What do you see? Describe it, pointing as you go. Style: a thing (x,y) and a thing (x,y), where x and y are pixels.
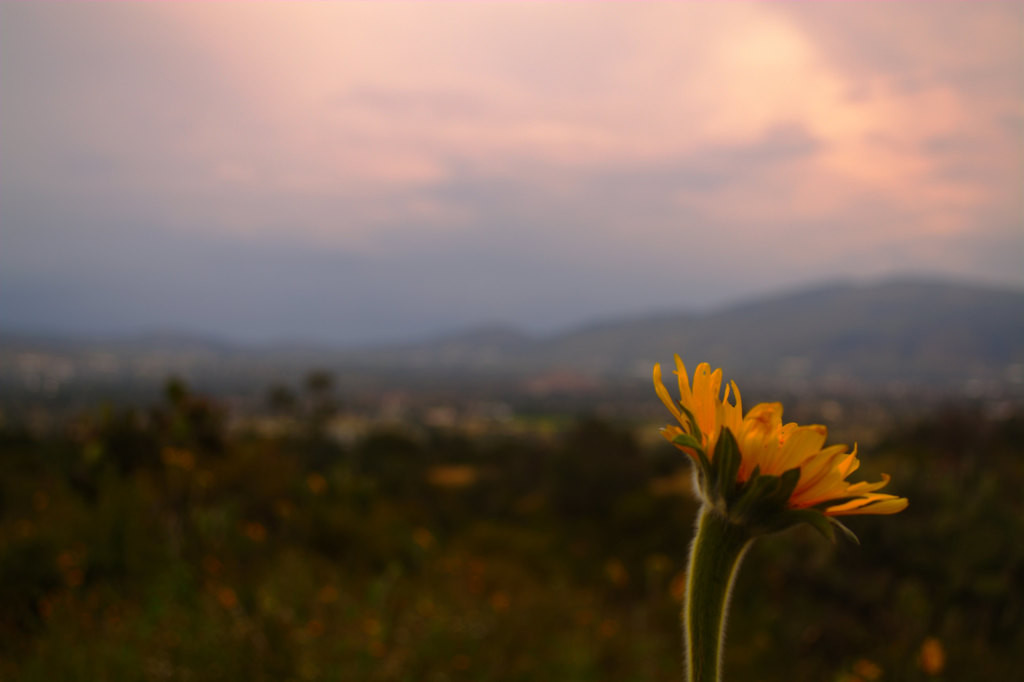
In the picture I can see a yellow color flower (773,494). The background of the image (773,353) is slightly blurred, where we can see trees (426,428), hills (961,283) and the cloudy sky (579,126).
